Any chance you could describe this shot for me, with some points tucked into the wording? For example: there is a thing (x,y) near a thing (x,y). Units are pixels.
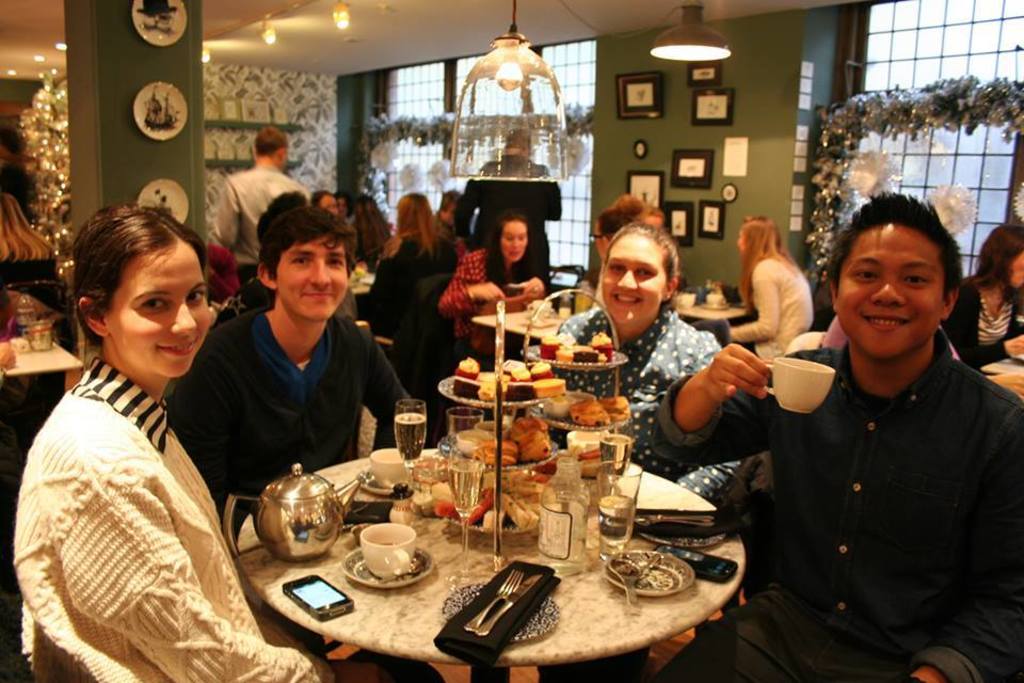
In this image I can see number of people (924,528) are sitting on chairs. Here on this table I can see food (574,419), few glasses (461,503) and cups (397,551). I can also see smile (888,320) on few faces (862,292). In the background (203,59) I can see lights (274,37) and decorations (175,29).
